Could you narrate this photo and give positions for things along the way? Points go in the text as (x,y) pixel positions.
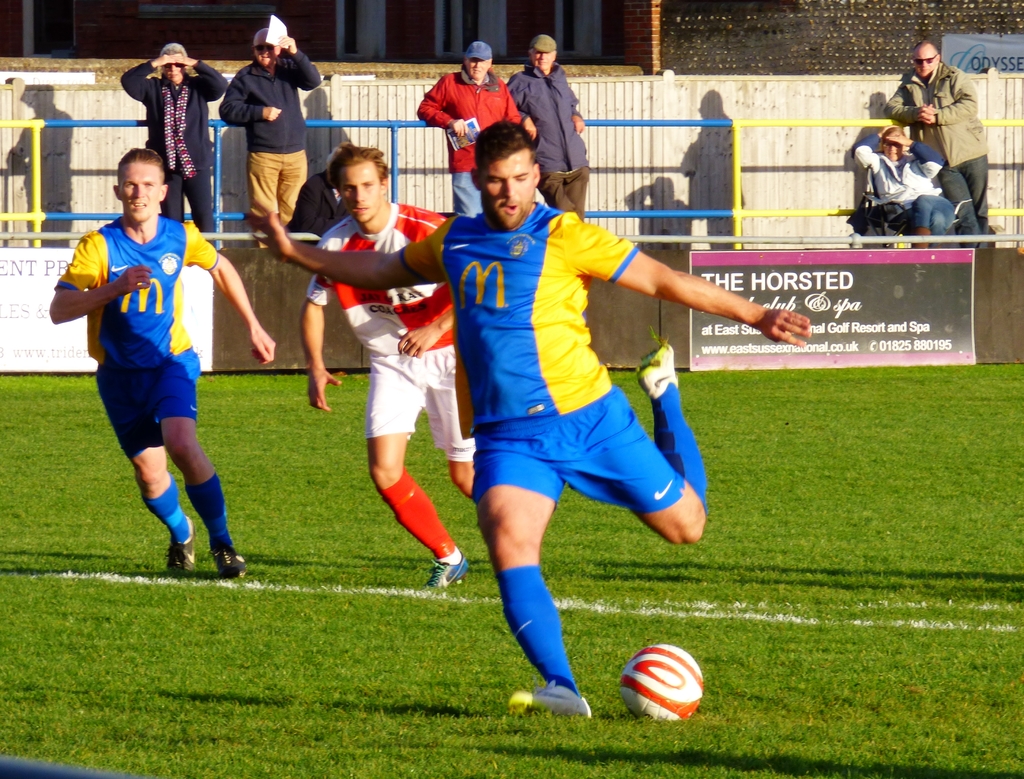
In this picture is there are three men (457,326) running and there is a ball (658,672) on the floor (702,664) there are some people (458,121) standing behind and watching them.
